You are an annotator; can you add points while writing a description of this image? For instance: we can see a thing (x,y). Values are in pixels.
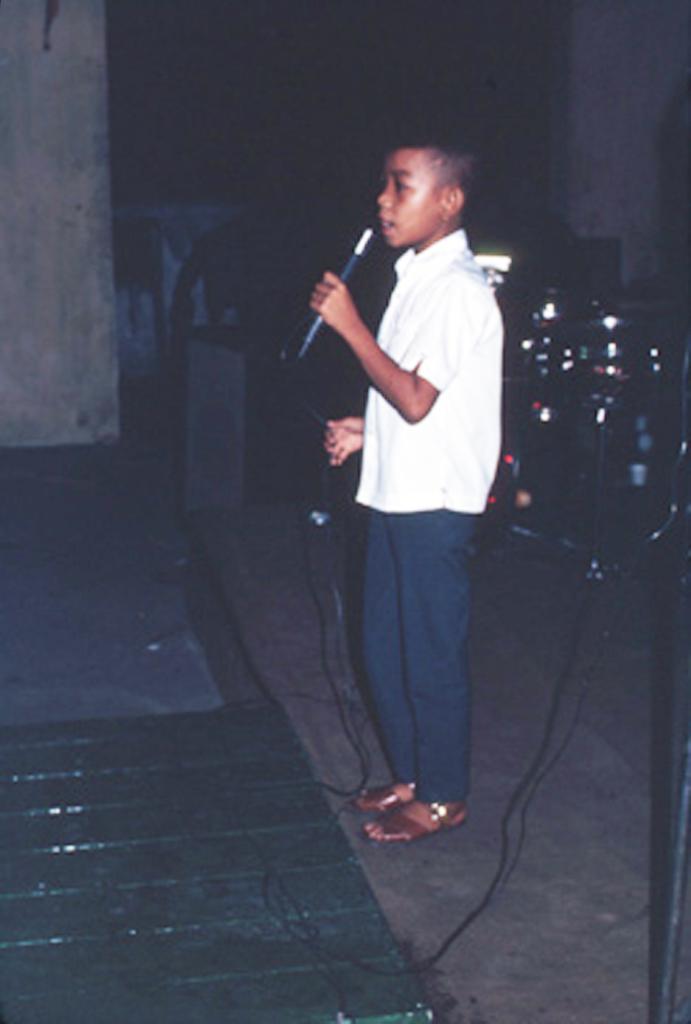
In this image we can see a child (453,681) standing on the floor (399,868) holding a mic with a wire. On the backside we can see some musical instruments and a wall (40,260).
